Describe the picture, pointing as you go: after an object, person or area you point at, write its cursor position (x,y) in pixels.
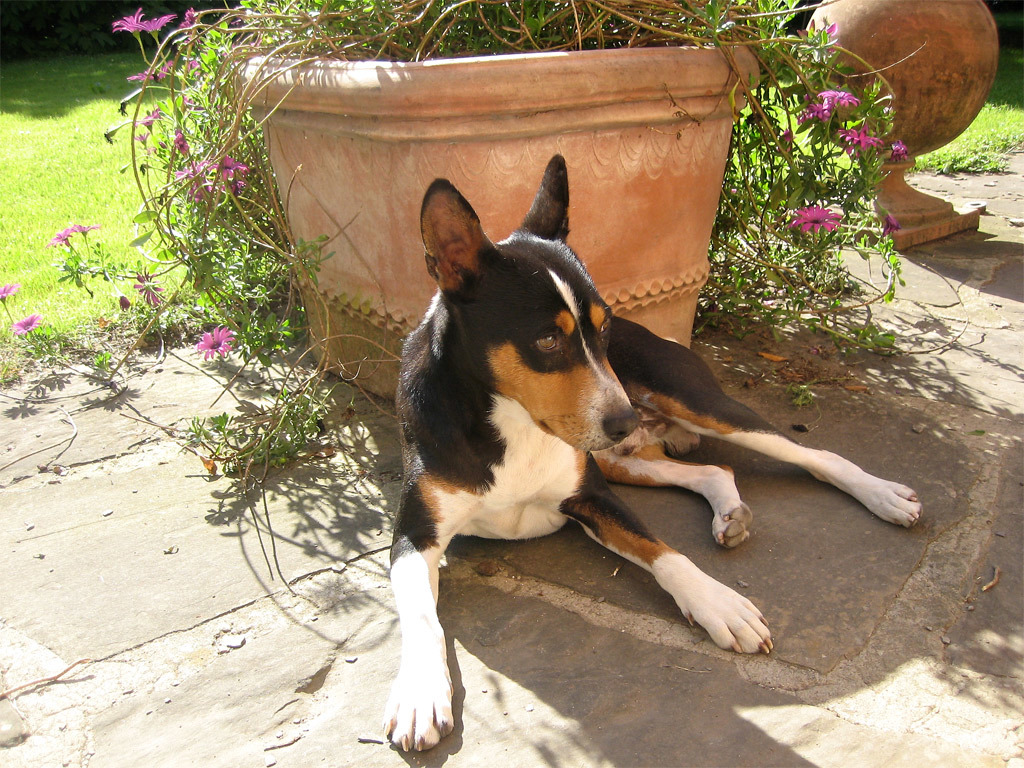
In this image we can see a dog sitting in front of a flower pot (469,93), behind it there is a grass (5,105) and on the top right corner of the image (830,9) there is a sculpture (817,11).
